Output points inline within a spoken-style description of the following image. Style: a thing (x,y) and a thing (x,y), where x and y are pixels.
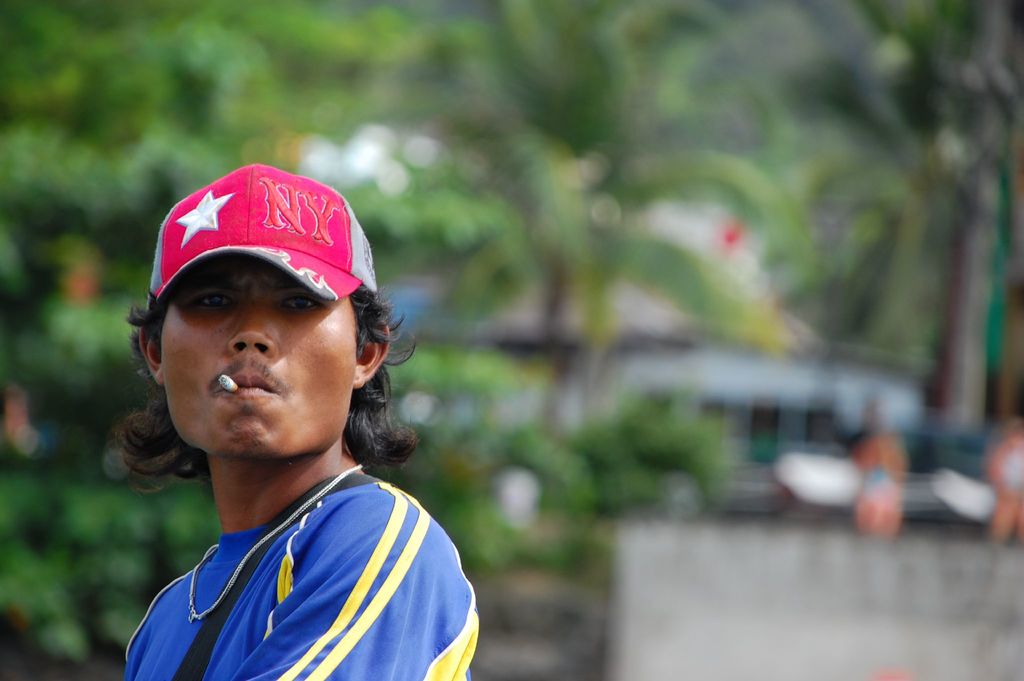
In the picture I can see a man (310,449) is standing. The man (254,494) is wearing a cap (213,230) and holding a cigarette (226,375) in the mouth (244,392). In the background (110,209) I can see trees (556,102) and some other objects (747,472). The background of the image (719,517) is blurred.
